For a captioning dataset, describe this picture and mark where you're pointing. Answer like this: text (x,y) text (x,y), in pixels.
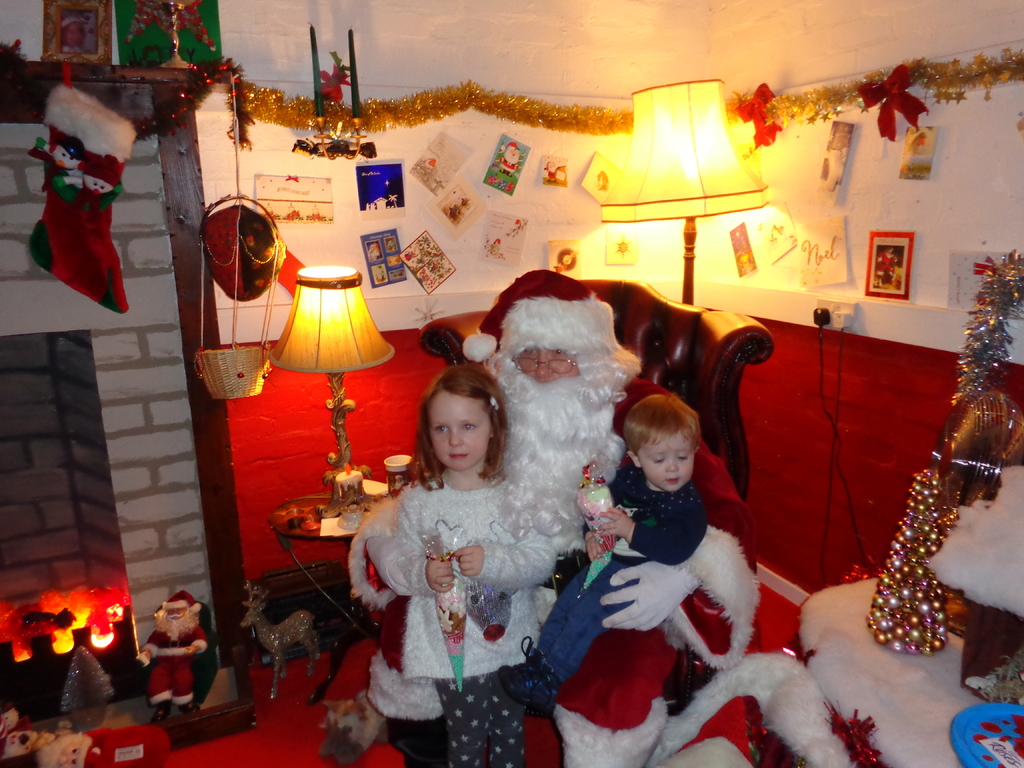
In this image we can see a view of the room (1012,236). In the front (629,391) there is a Santa Claus (605,429) sitting on the sofa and holding two small children (511,575) in the hand (657,581). Beside there is a decorative hanging cards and some toys (117,754) and gifts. Behind there is a yellow table light (668,196) and red color ribbon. On the left side (88,631) we can see a fireplace (46,684).
